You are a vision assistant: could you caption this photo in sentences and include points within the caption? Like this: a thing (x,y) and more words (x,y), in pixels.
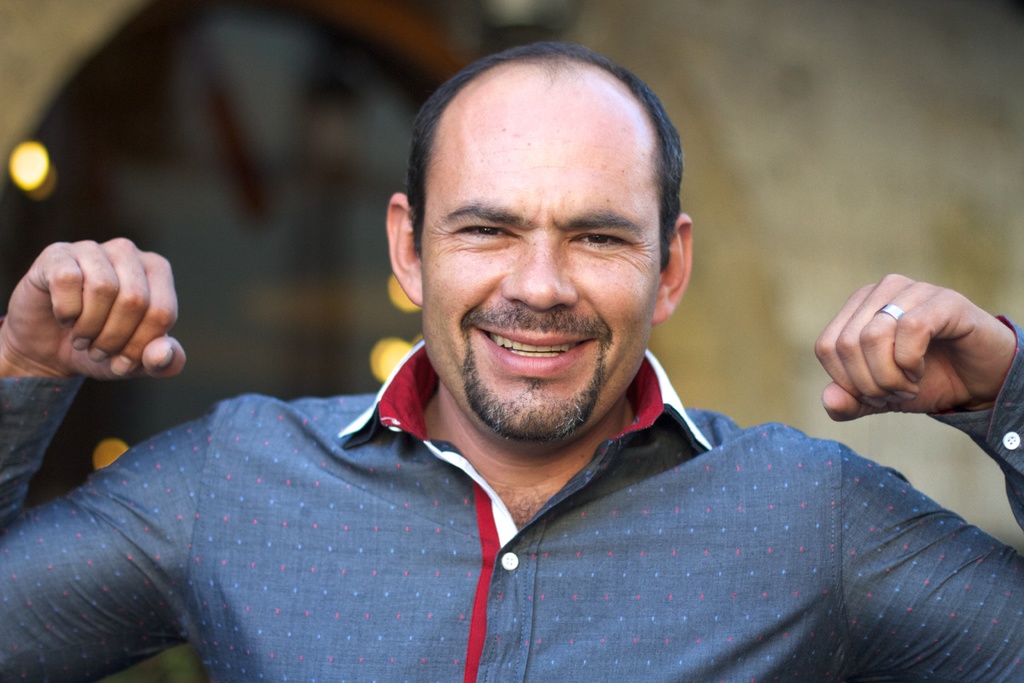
In this picture we can see a person (518,501), he is smiling and in the background (190,301) we can see it is blurry.
